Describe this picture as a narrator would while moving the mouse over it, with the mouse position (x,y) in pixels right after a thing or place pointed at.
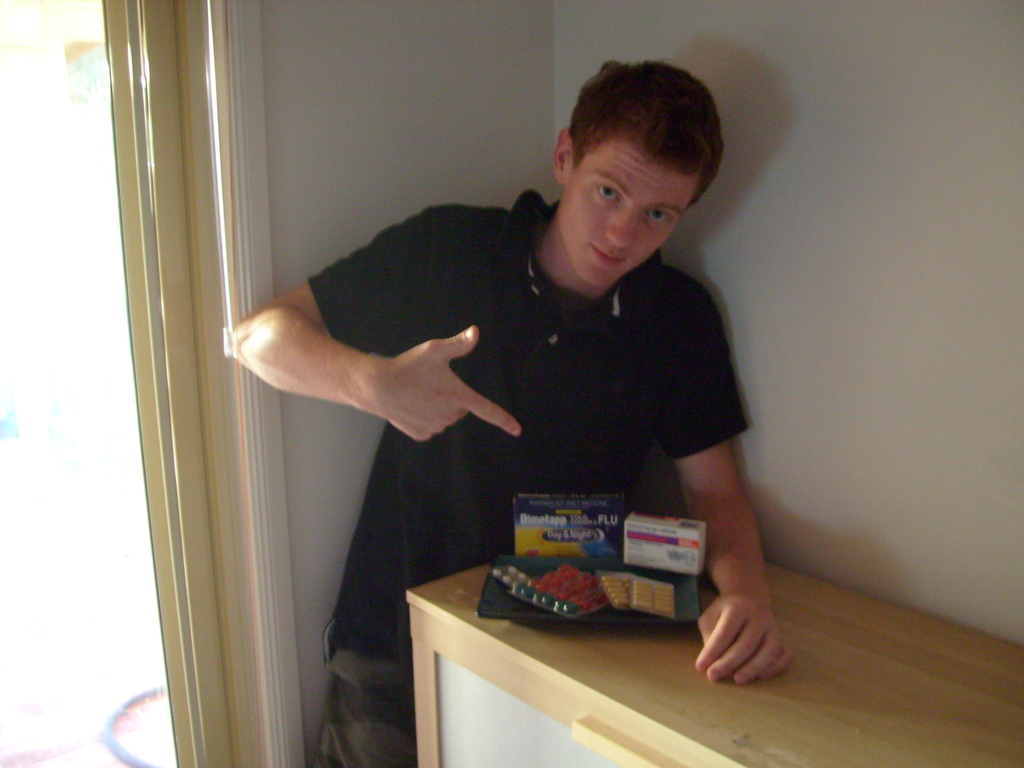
A man (543,401) is standing in the wall (741,221) and pointing towards tablets (525,515) he wear a black color t-shirt (516,388) there is a door (81,331) in the left side of an image (241,409).
